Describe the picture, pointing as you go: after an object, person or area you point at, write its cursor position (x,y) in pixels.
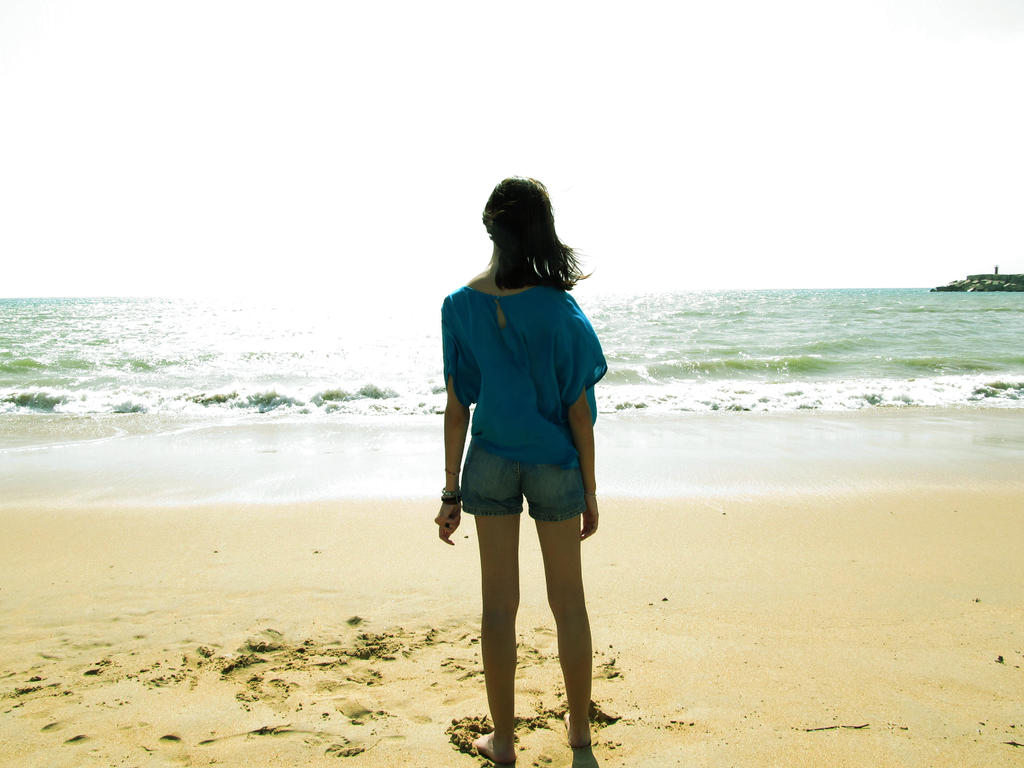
In this image in the middle (550,393) there is a woman (550,342), she wears a blue top (522,350) and shorts (567,482), her hair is short, she is standing. In the background (872,535) there are waves (867,380), water (877,390), sand (808,557), sky (921,283).
